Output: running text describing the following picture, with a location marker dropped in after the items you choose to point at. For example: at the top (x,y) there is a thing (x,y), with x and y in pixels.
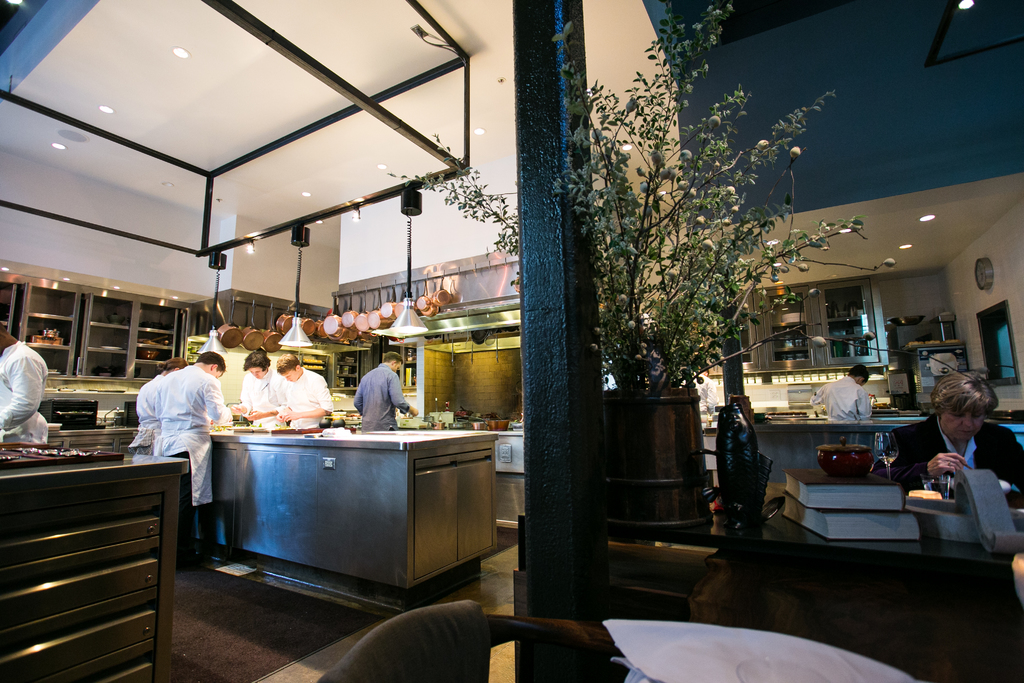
In the center of the image (553,449) we can see a pole (562,553) and some objects (597,646). In the background (151,274), there is a wall (166,270), lights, tables (475,481), hanging lamps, one planter (656,486) with a plant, one glass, cupboards (779,323), books (860,492), one person (905,446) is sitting, few people (191,441) are standing and a few other objects (752,454).
